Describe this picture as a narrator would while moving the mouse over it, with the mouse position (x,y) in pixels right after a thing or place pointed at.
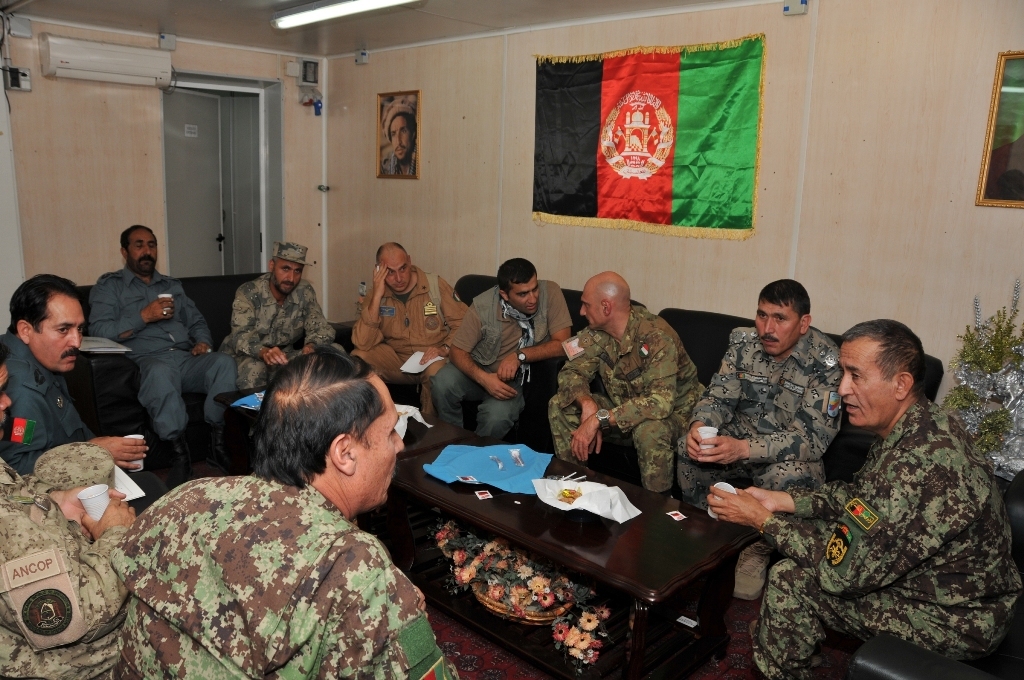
There are few people (391,394) sitting on the chair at the table (594,667) and holding glass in their hands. On the table (535,521) we can see cloth (506,476). In the background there is a wall (430,151), AC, banner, light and a door (278,220).
